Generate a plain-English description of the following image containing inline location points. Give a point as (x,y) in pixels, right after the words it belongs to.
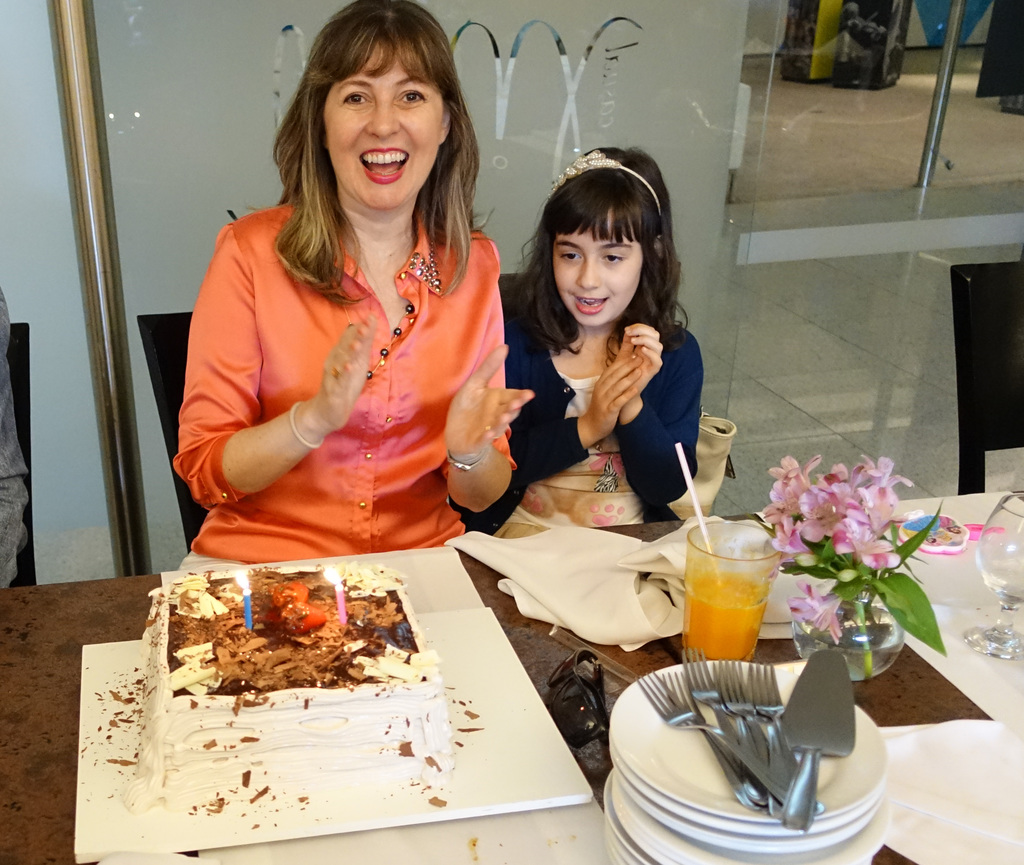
In the center of the image (429,378) we can see two persons (455,340) are sitting and they are smiling and they are in different costumes (579,392). In front of them, we can see a table (81,594). On the table (22,599), we can see plates (695,826), forks (753,739), glasses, one glass vase (874,658) with flowers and leaves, cloth (614,575), one cake (309,615) and a few other objects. On the left side of the image (7,503) we can see a cloth (16,492) on some object (17,417). In the background (49,474) there is a glass (49,483) and a few other objects (173,452).
